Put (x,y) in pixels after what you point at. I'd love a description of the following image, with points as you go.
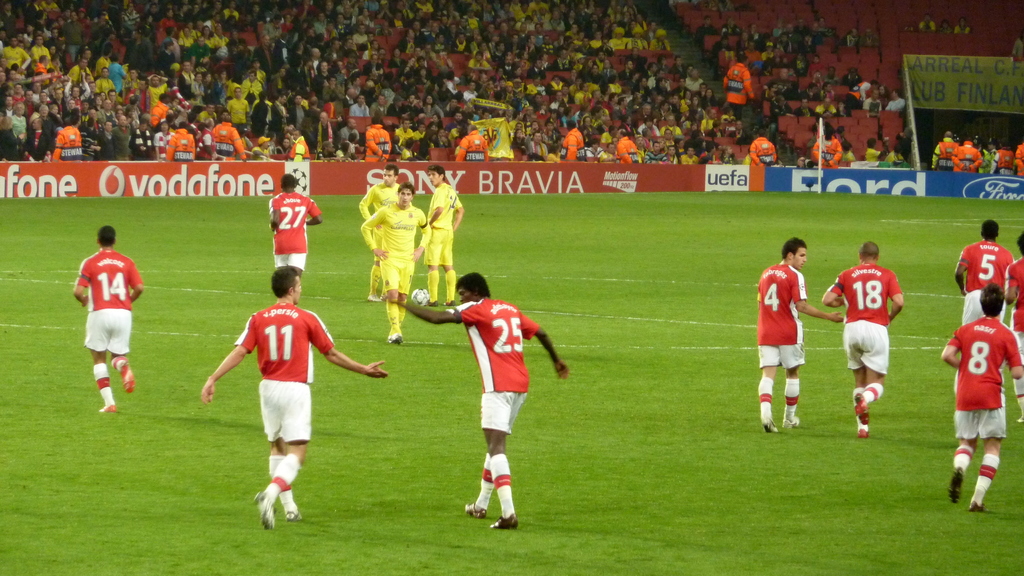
In this image we can see there are few players (560,372) walking on the playground (432,415). In the background (325,145) there are few spectators (518,120).
